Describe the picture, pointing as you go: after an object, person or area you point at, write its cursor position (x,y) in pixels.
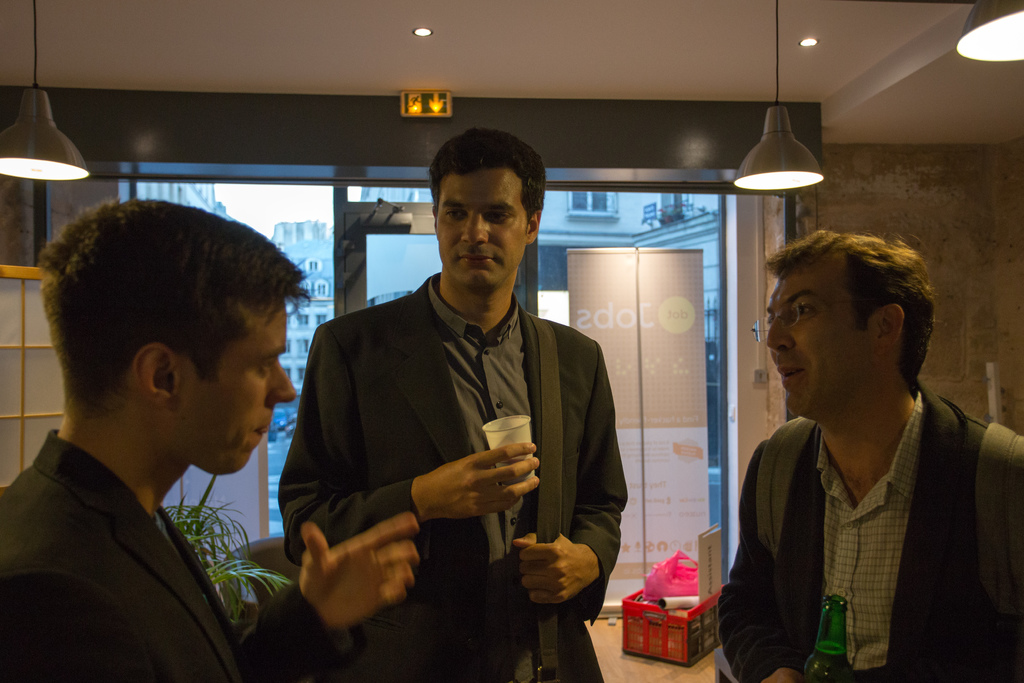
There are three people (79,501) who are looking at each other and one among them is holding the cup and the other is holding the bottle (825,651) and also we can see some stand (661,541) and a plant (194,533) and some lights (978,39).
